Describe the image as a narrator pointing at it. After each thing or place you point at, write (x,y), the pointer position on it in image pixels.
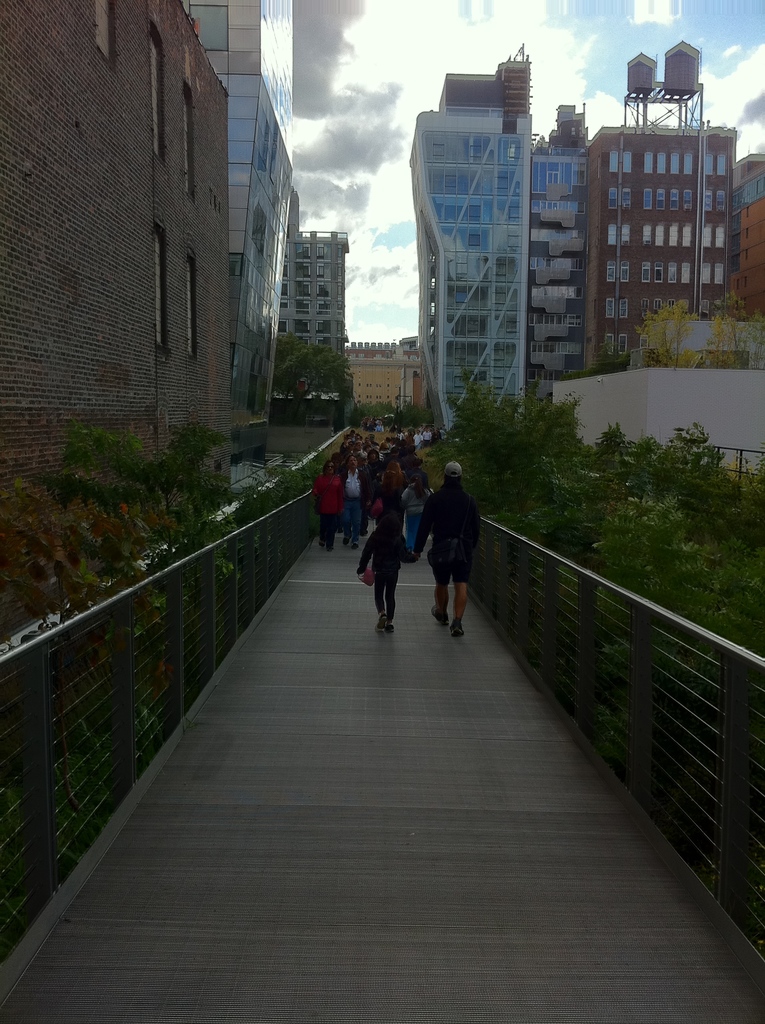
In this picture we can see few people (394,611) on the bridge (496,667), in the background (745,401) we can see few trees (218,526), buildings (419,228) and clouds (374,172).
